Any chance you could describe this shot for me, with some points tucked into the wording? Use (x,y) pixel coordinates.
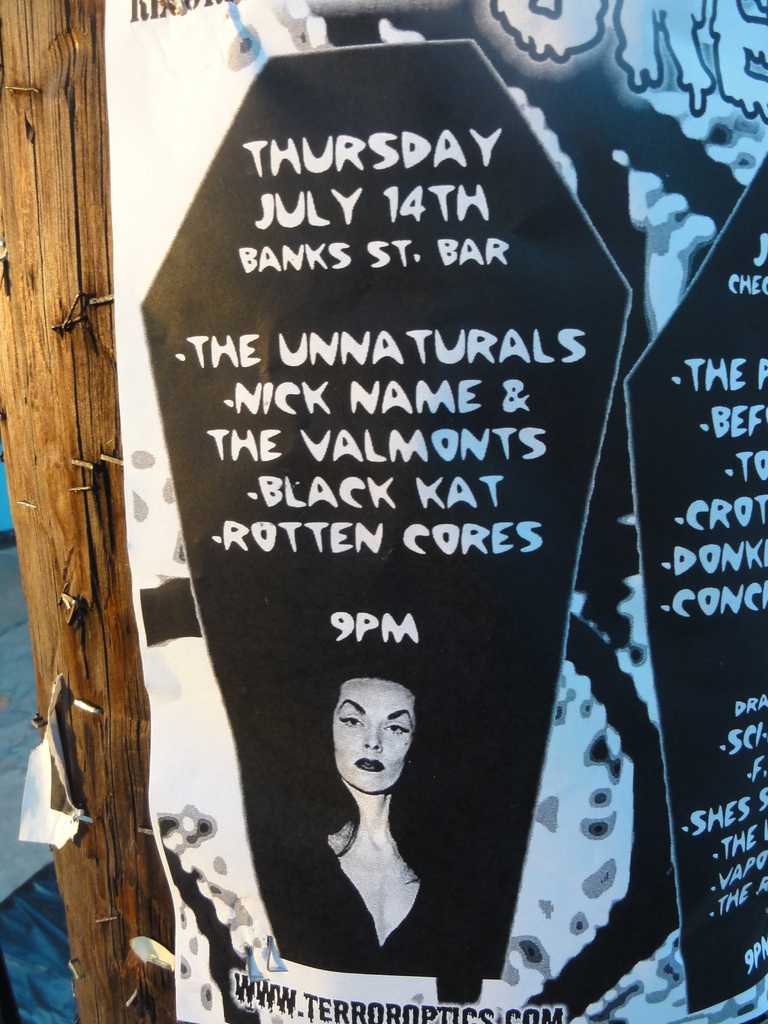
In this picture we can see a wooden pole (72,553) and a poster (226,521), here we can see a person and some text (232,536) and in the background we can see the floor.
